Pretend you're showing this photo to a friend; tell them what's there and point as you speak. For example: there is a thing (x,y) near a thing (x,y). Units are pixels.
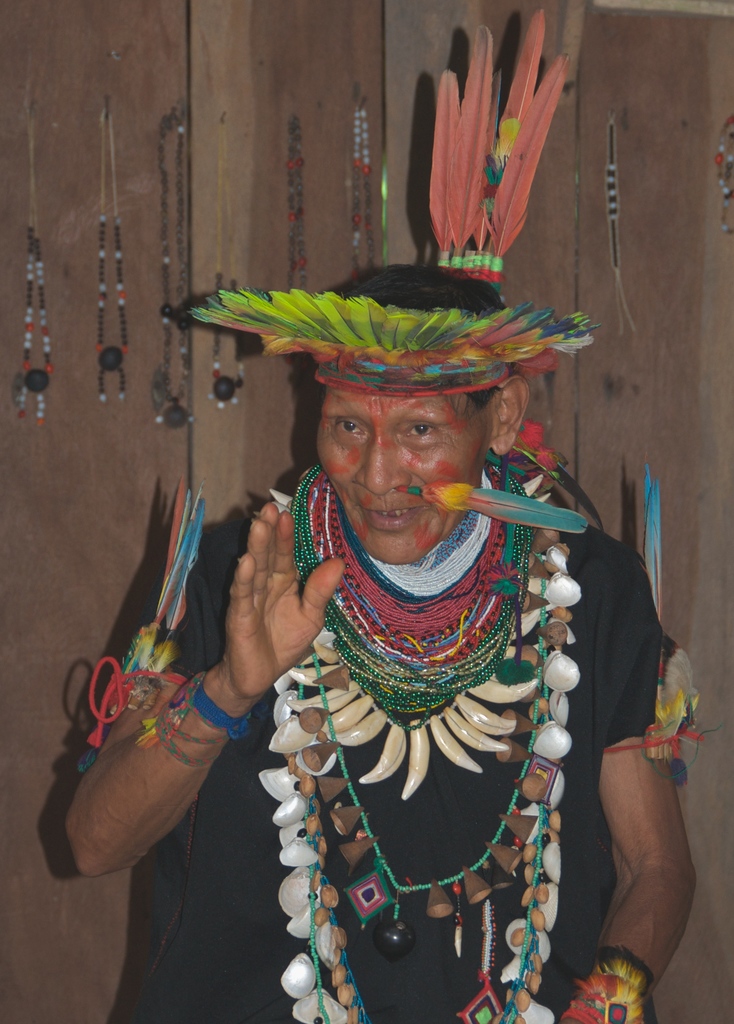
In this image we can see a person (363,401) wearing a costume (330,519), in the background (640,198), we can see the wall (231,211), on the wall (42,352), we can see some chains (44,352).
